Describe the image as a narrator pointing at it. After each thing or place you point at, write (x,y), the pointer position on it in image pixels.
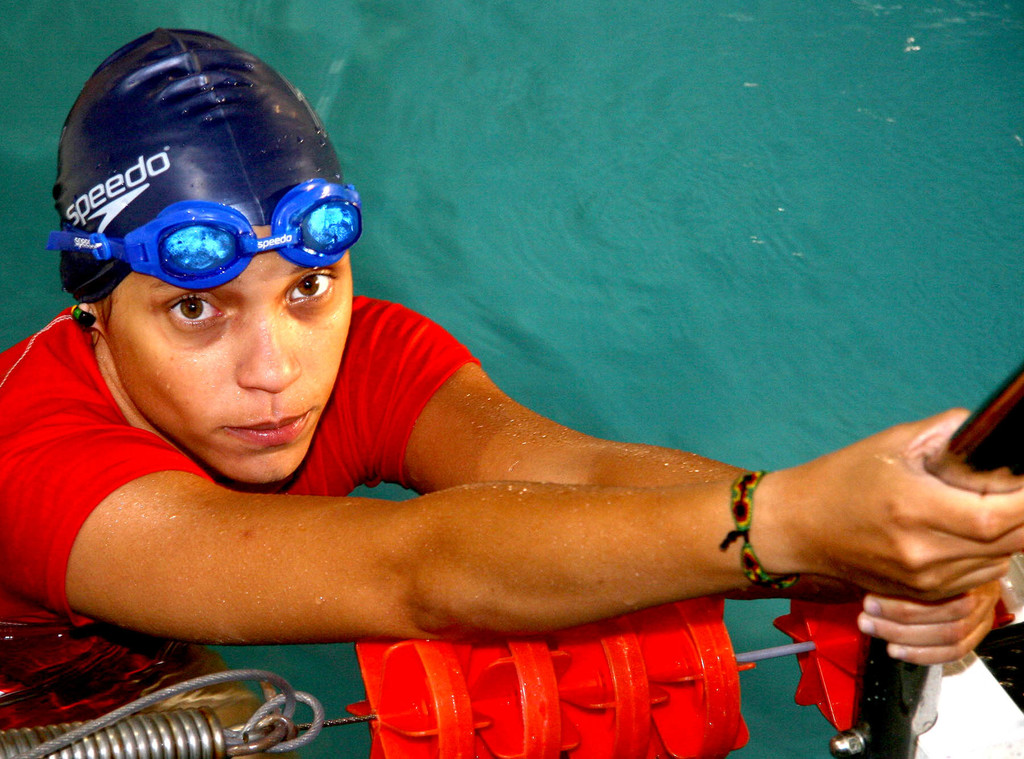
Here a woman (609,513) is holding a pole (988,462) and she is in the water (643,440) and we can also see rope (293,694) and some other objects (601,677).
